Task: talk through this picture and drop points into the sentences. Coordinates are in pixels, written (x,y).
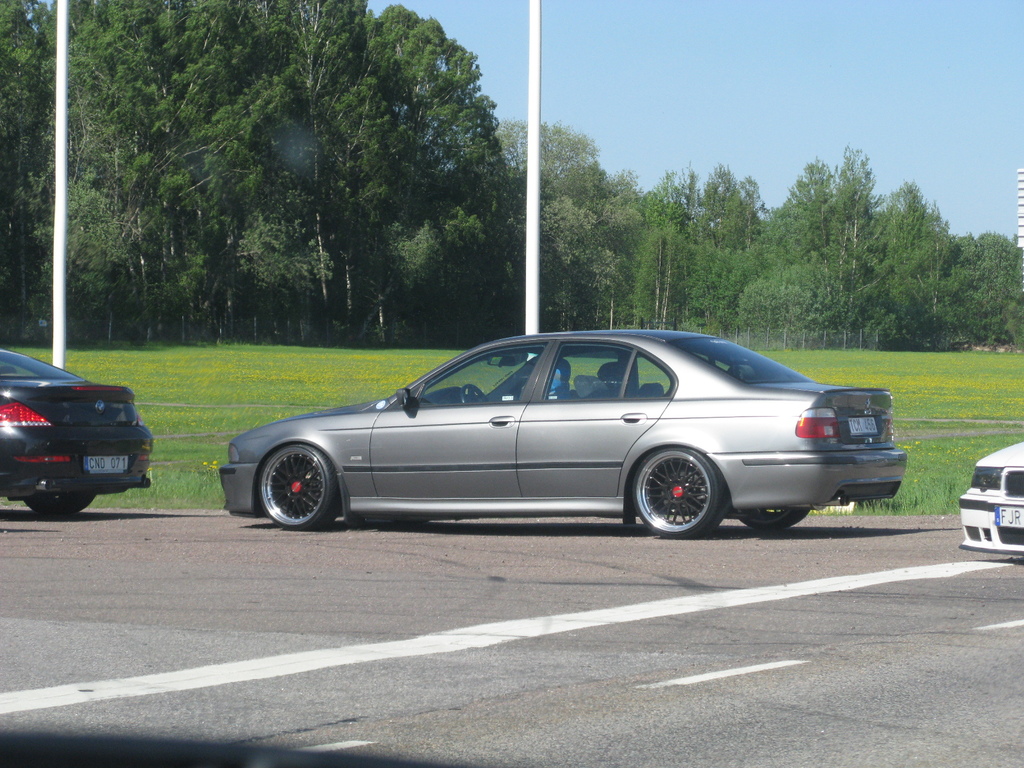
This picture is clicked outside. In the center (628,407) we can see the group of vehicles (359,424) seems to be parked on the road (536,633). In the background (570,153) we can see the sky (628,112), trees (583,168), green grass (206,361), poles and some other objects (789,344).
